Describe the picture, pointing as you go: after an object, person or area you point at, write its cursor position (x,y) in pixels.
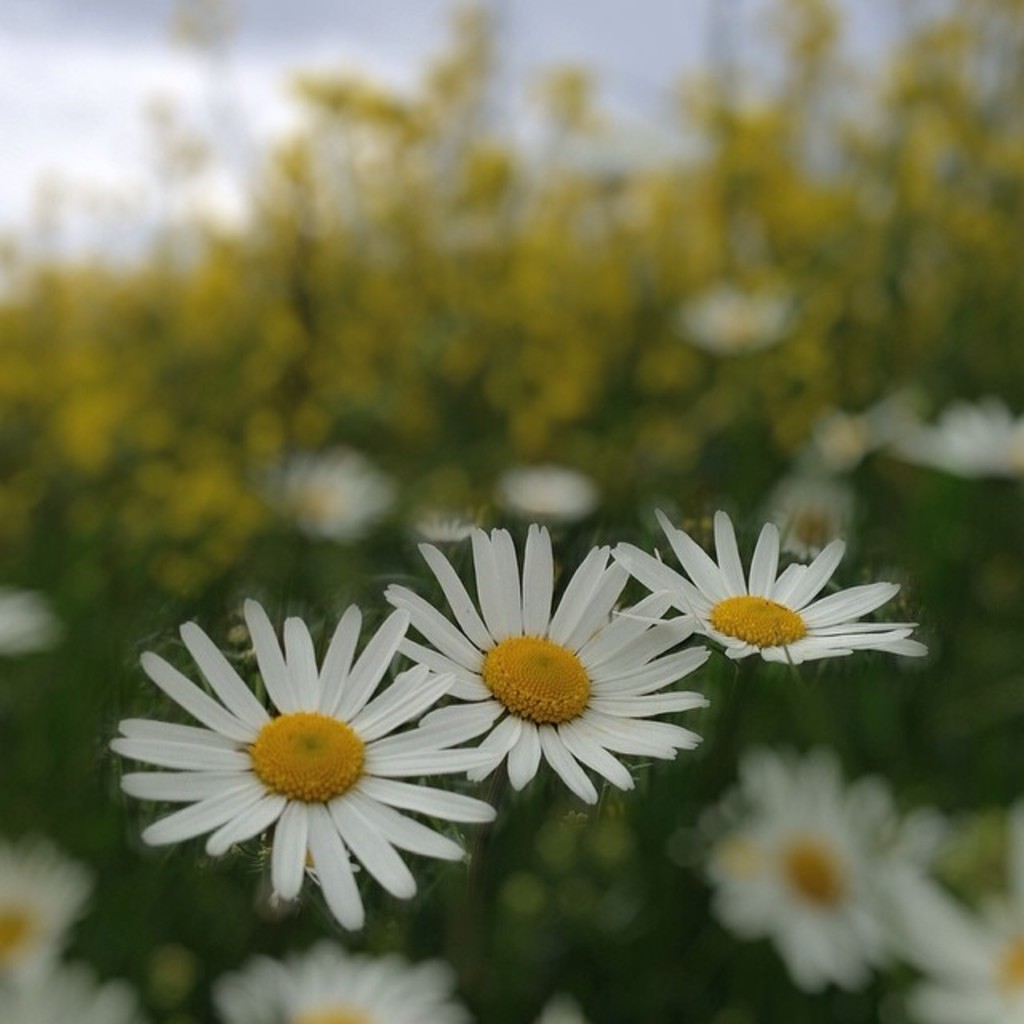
In this image I can see few flowers (341,722) in white and yellow color. Background (320,188) is blurred.
